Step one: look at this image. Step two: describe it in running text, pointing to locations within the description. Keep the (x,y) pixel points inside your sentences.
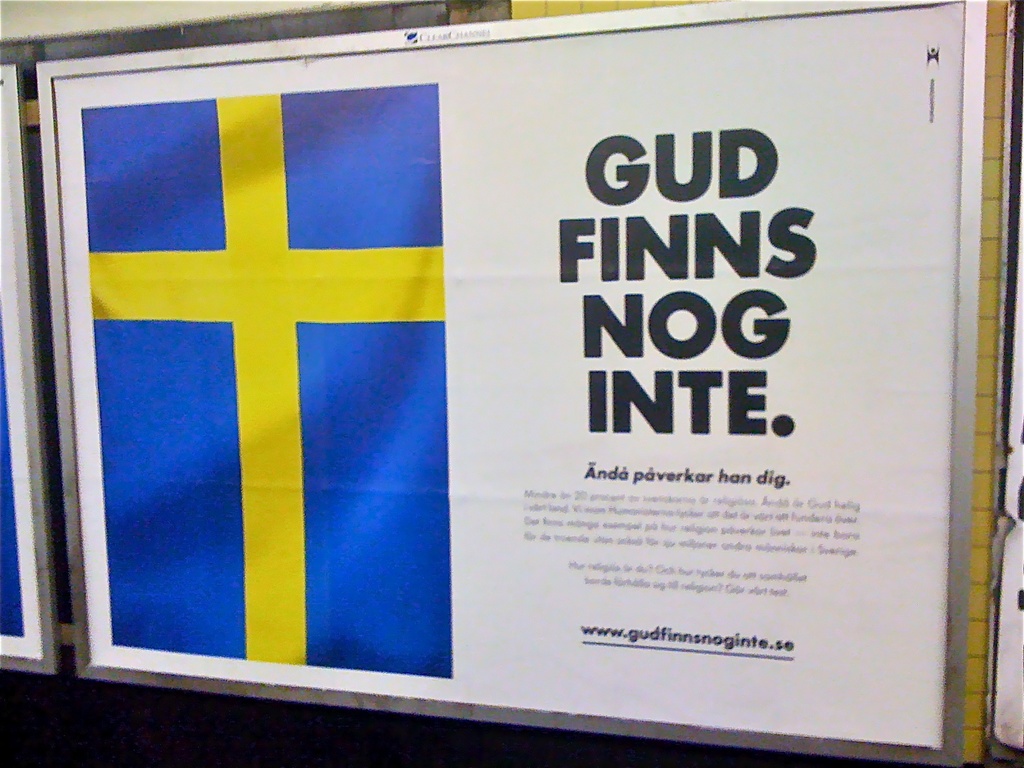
In this image there is a poster (339,86), on that poster (199,81) there is a flag (432,598) and some text (672,427).
